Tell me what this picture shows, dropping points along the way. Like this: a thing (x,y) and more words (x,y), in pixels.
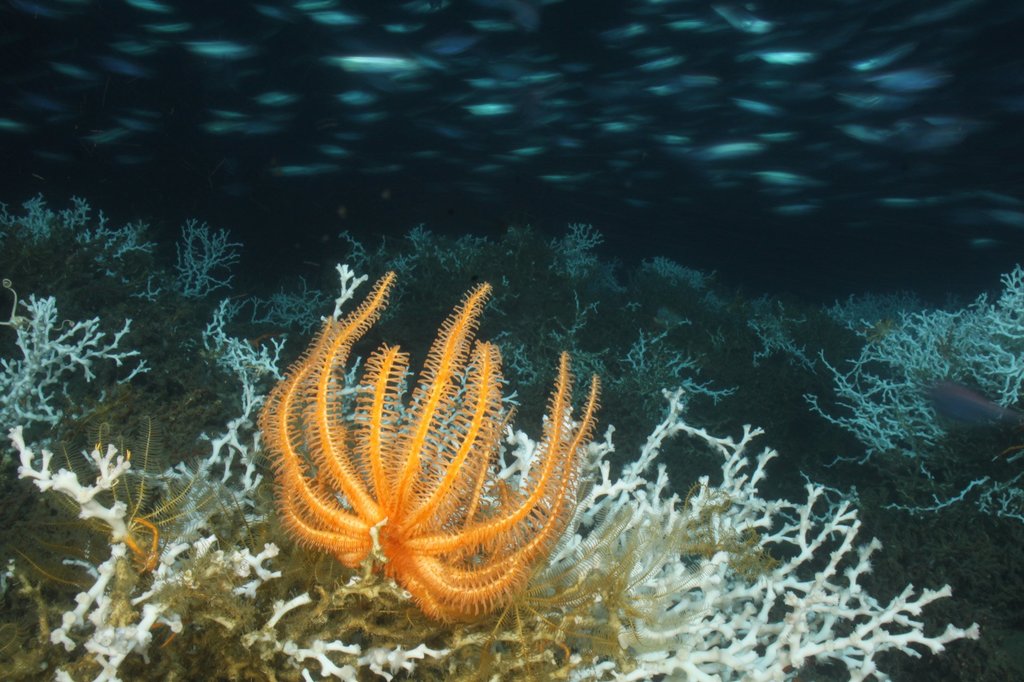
In this image we can see coral (535,450) under the water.
